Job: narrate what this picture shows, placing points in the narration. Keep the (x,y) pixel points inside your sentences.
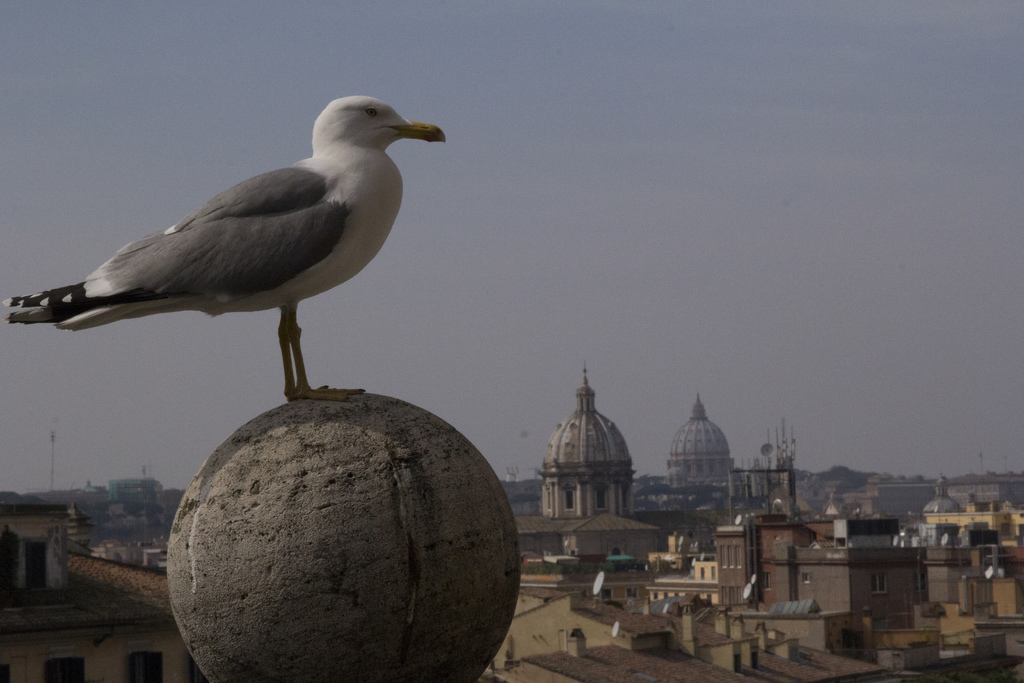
There is a bird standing on circular object (501,640). In the background (517,641) we can see buildings (706,572), poles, satellite dishes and sky (819,293).
